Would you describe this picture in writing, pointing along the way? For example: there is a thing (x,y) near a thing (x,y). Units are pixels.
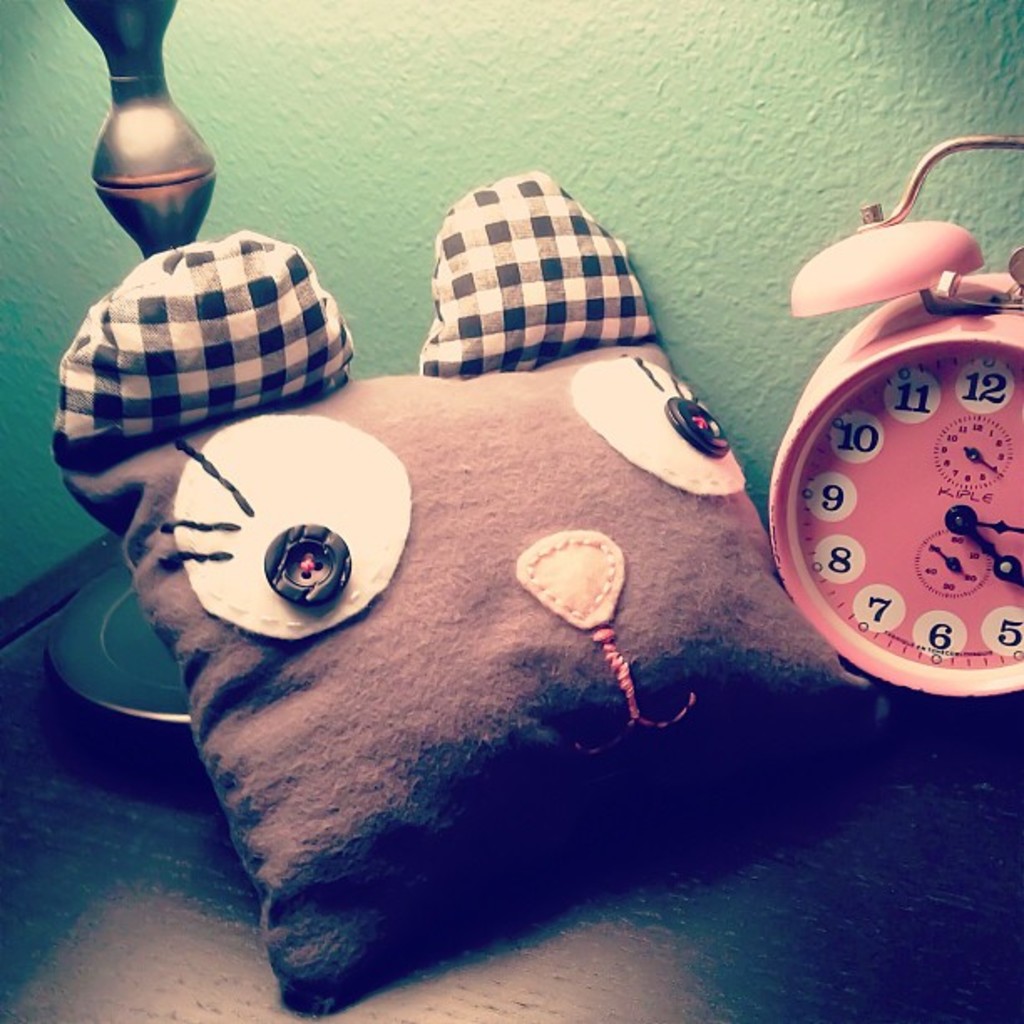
There is a pillow (470,559) and time piece (901,548) on a surface (630,879). In the back (515,83) there is a wall (563,95).
